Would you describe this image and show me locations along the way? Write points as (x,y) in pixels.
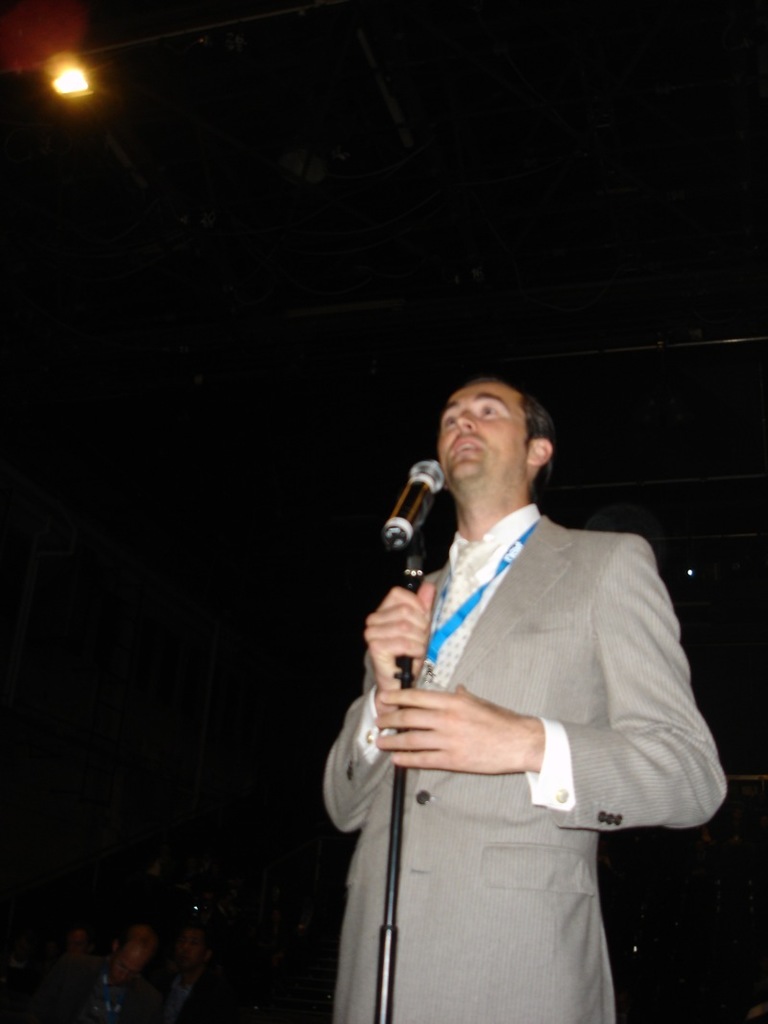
This is an image clicked in the dark. Here I can see a man (545,827) wearing jacket (553,666), standing and holding mike stand (398,828) in hands (398,605). It seems like he is singing. At the bottom of the image (131,971) I can see few people (91,983) in the dark. On the top left of the image (70,81) there is a light (65,76).
